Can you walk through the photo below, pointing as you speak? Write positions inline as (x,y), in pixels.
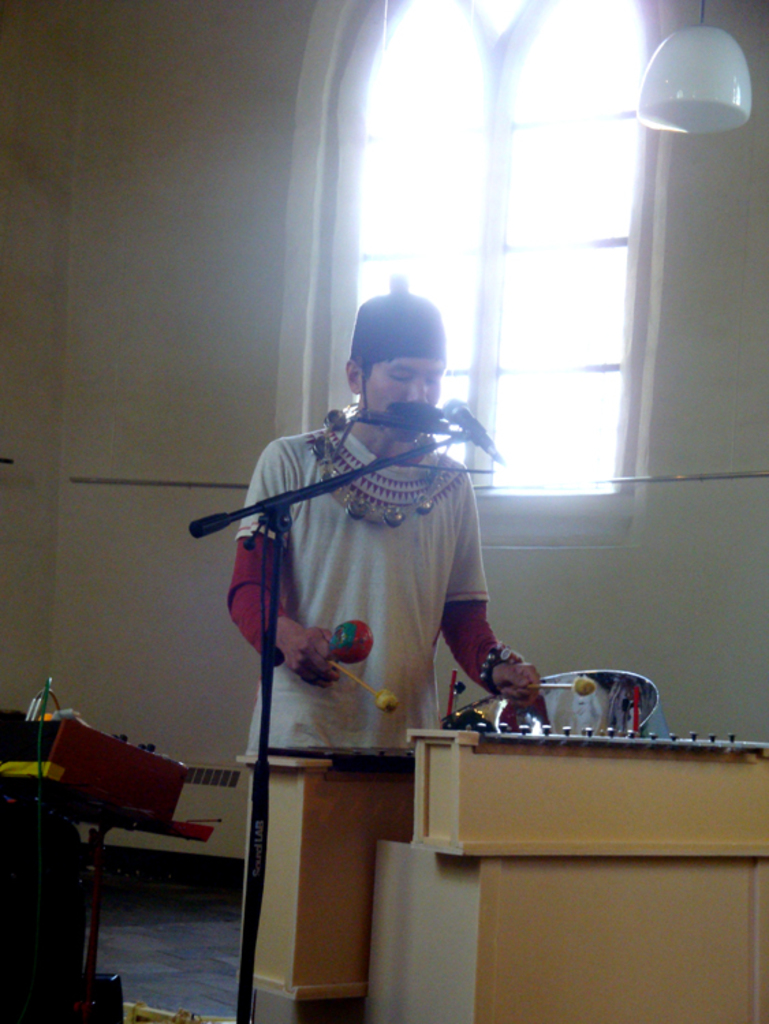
There is a person (348,534) wearing cap (406,350) is holding something and playing a musical instrument (528,747). In front of him there is a mic (480,424) and mic stand (306,487). In the back (196,229) there is a wall (313,185) with window (494,235). Also there is a light (705,73). On the left side (78,770) there is another musical instrument (121,768).
